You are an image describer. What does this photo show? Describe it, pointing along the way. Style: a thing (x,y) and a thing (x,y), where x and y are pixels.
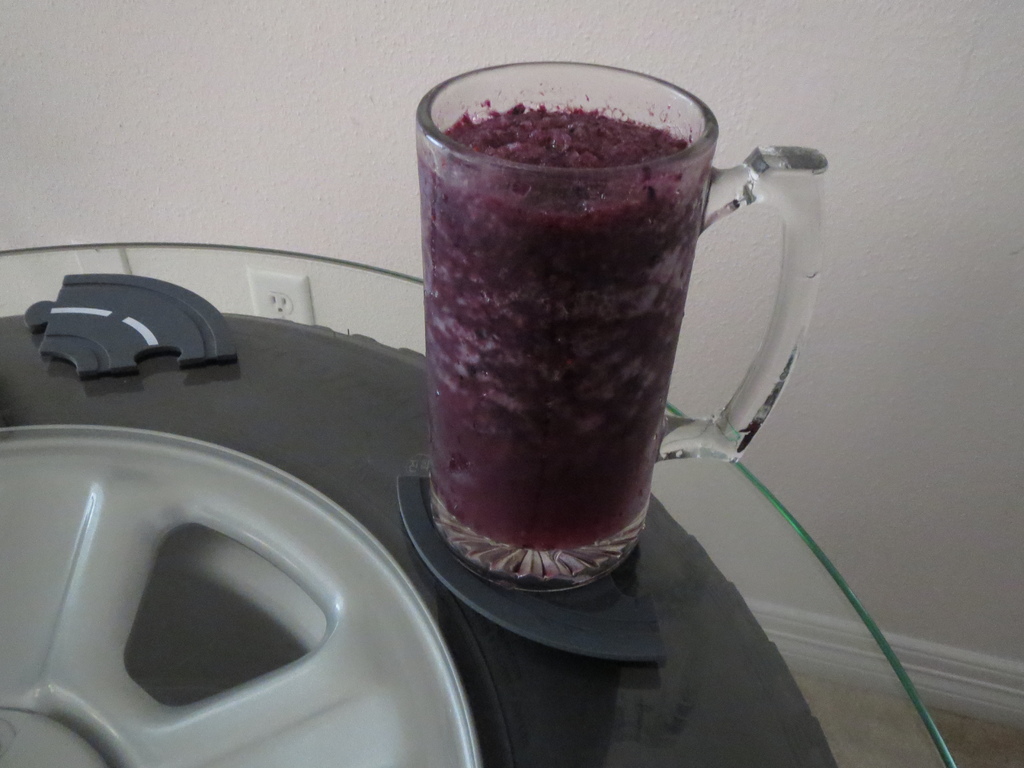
The picture consists of a table (628,678), on the table (118,414) there is a glass (564,296) with drink (515,278) in it. On the left (16,557) there is rim like object (107,634). At the top (411,51) it is wall (833,147) painted white. On the left of the picture (291,298) there is plug board (276,298).
